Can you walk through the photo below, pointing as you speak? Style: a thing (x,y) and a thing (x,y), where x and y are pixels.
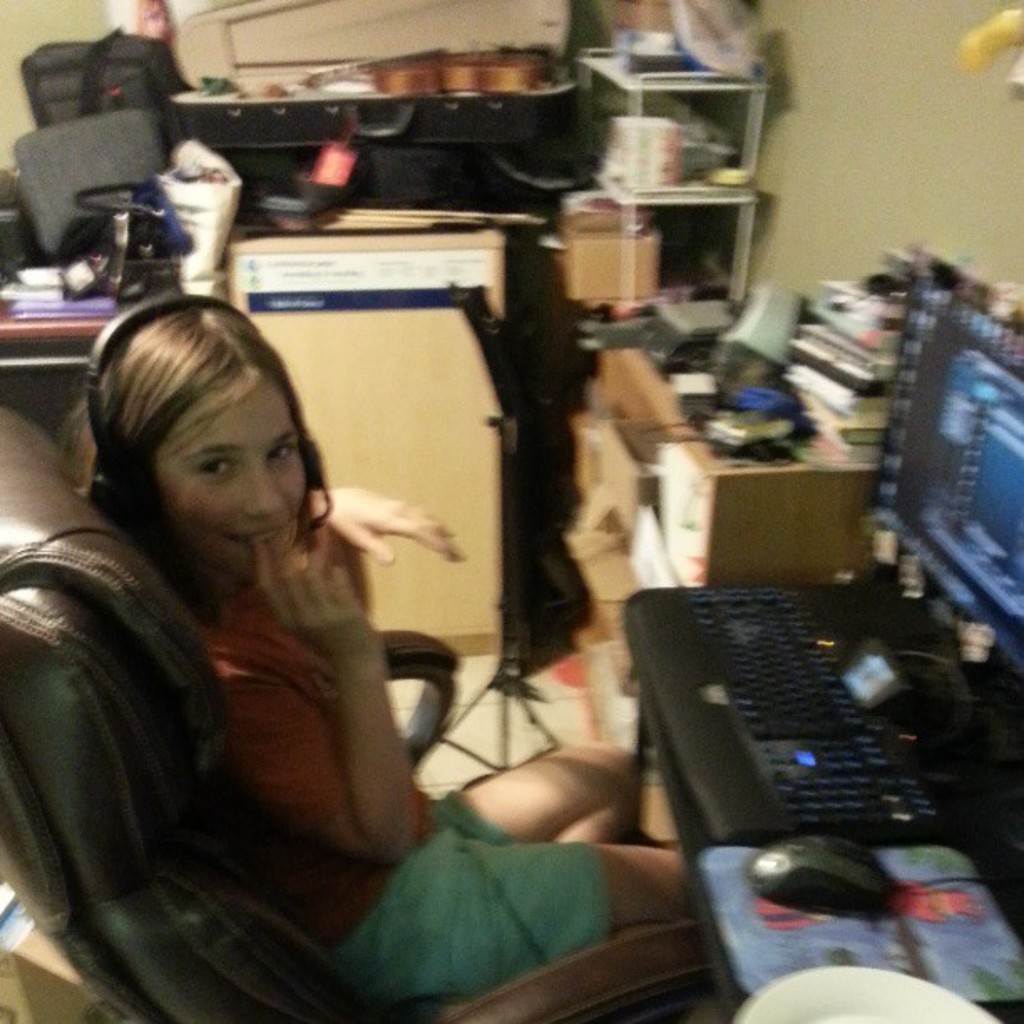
The person (291,695) wearing red shirt (307,728) is sitting in a chair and wearing a head set (166,305) and there is a computer (935,566) in front of her and there are some other stuff (648,379) beside her.
